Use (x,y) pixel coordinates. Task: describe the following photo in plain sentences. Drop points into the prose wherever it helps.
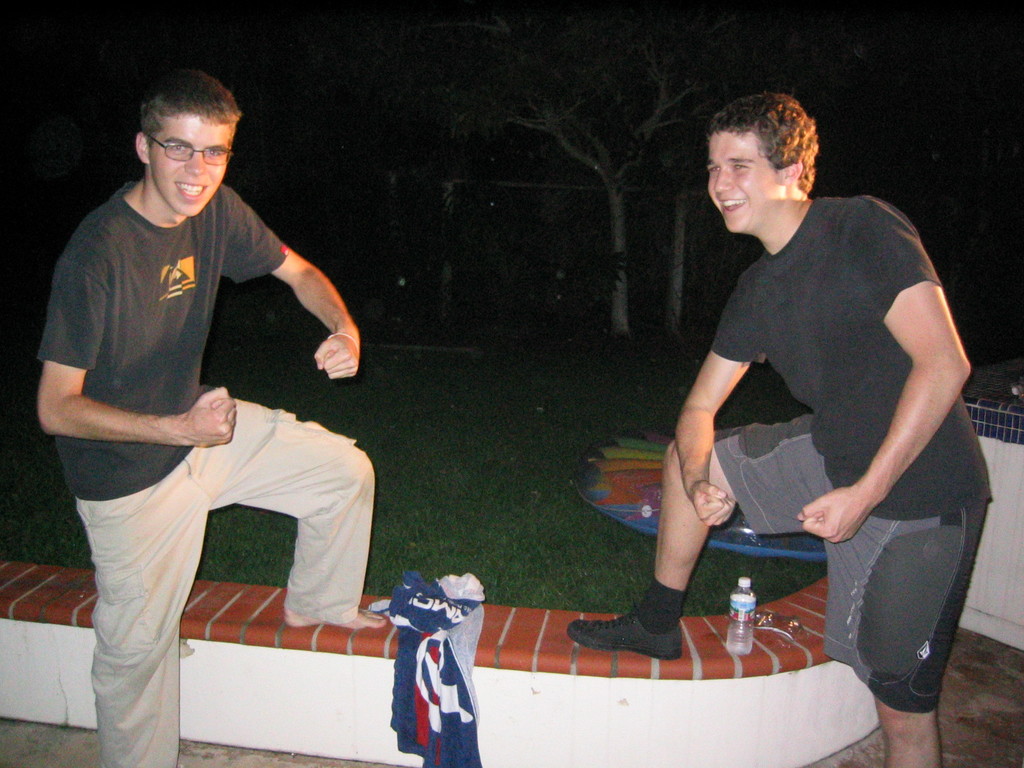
This picture is taken dark. I can see two people (910,668) bending and posing for the picture. I can see some objects (448,622) on a divider (547,651). I can see some grass (477,495) and trees (665,102).
